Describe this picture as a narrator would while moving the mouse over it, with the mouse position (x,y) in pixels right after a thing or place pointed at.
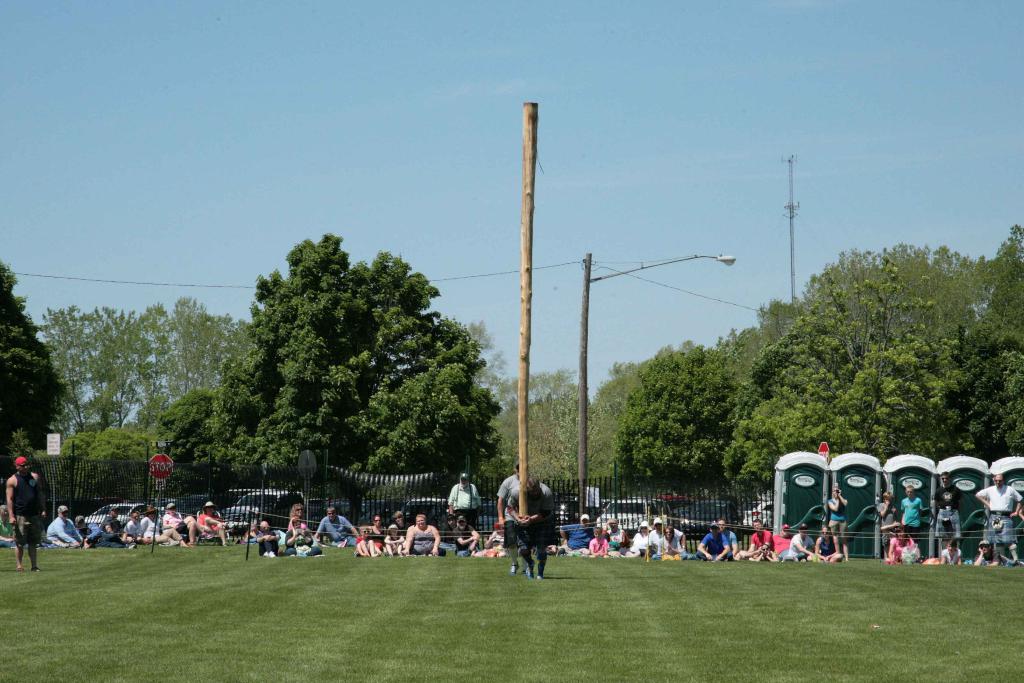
This picture shows few people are seated and few are standing and we see a man (534,493) holding a wooden bar (528,474) in his hands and walking and we see another man (518,490) on the back (507,505) and we see a pole light (690,258) and a tower (793,246) and we see trees (617,378) and blue Sky (571,223) and we see few sign boards (154,458) and portable toilets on the side and we see grass (236,607) on the ground (204,652).
